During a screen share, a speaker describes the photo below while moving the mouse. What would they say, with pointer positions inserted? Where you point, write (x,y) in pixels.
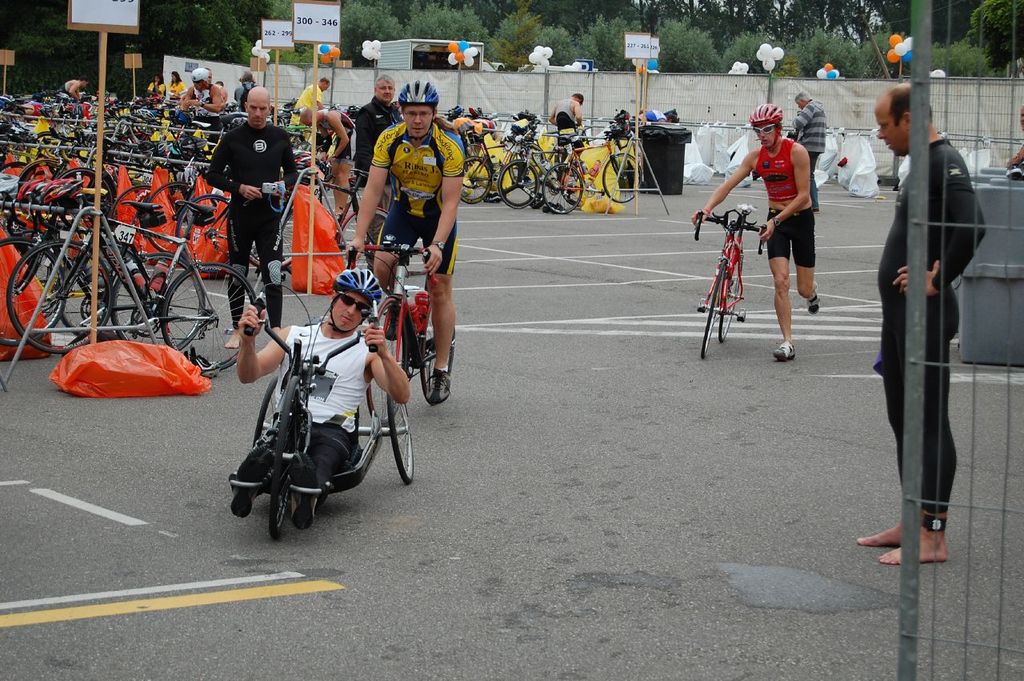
In this image there are two people (344,313) riding bicycles (393,298) and there is a person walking beside a bicycle (710,294) and there are a few people (250,187) standing, in the background of the image (354,178) there are cycles (294,144) parked and there are boards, trash cans (667,144) and some objects (905,156), behind the bicycles (478,119) there is a fence (745,96) decorated with balloon (332,50), on the other side of the fence (540,74) there is a shed (428,53) and trees (949,46), on the right side of the image (961,354) there is a mesh grill (936,415).
